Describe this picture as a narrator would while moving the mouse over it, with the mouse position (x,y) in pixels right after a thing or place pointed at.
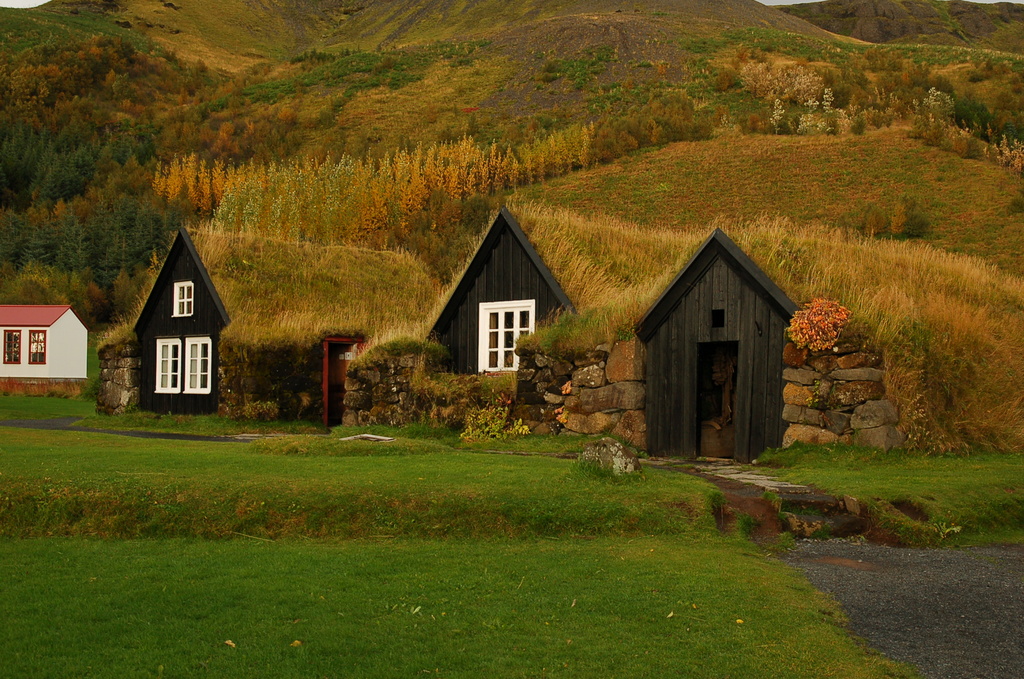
On the left side (47,467), there's grass (367,615) on the ground (470,640). On the right side (945,564), there is dry land (933,584). In the background (770,369), there are shelters (122,339) having windows (188,300) and there are mountains (524,13).
